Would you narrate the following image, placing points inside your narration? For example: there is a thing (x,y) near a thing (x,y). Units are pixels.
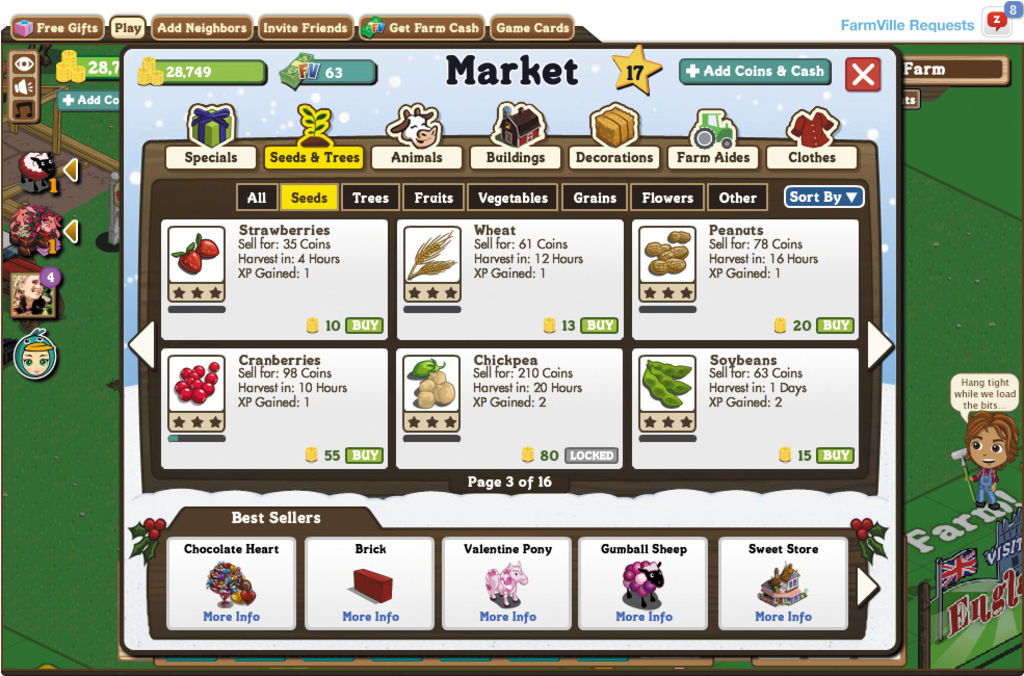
In this image I can see the screenshot of a game in which I can see few options (465,318), few fruits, few vegetables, the green colored background (105,396), a person's picture (42,295), the head (420,146) of the cow (404,117), a house (523,110) and a blue colored gift box (204,122). To the right side of the image (1000,462) I can see a person (971,479) standing and holding an object (968,475).
